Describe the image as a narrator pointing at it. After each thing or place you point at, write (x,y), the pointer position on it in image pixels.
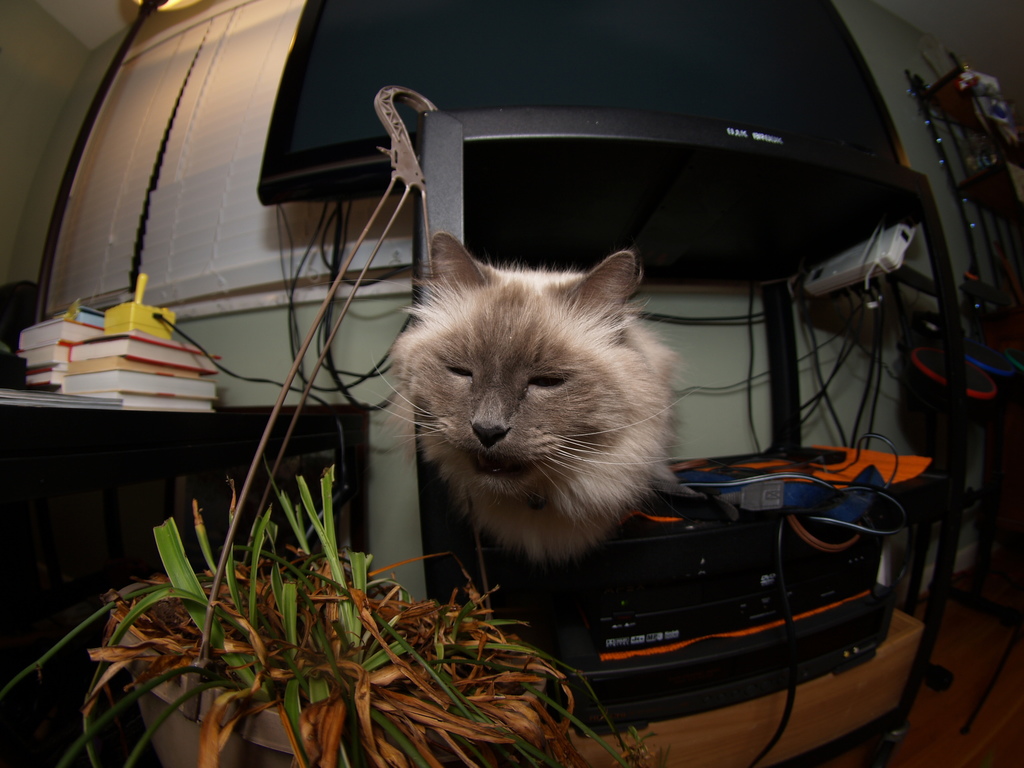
In this picture there is a cat (458,345) in the center of the image (511,440), on a CPU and there is a television (750,118) at the top side of the image (786,28) and there are books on the desk (165,415) on the left side of the image (131,461) and there is a plant (298,505) at the bottom side of the image (259,567).
